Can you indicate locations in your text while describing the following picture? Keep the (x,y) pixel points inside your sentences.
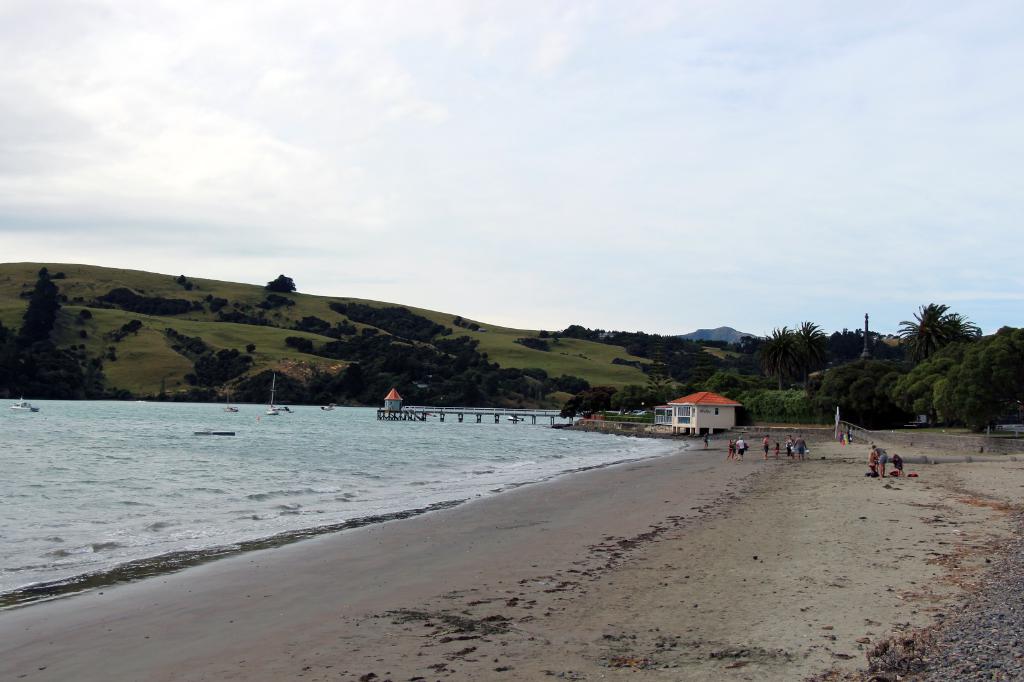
This image is taken outdoors. At the bottom of the image (656,581) there is a ground (650,553). On the left side of the image (228,456) there is a sea (242,454) with waves (215,525). At the top of the image (296,121) there is a sky (296,121) with clouds (296,121). On the right side of the image (1002,345) there are a few trees (774,381), plants (751,375), a railing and a hut (666,413) and a few people (741,449) are walking on the ground (821,451). In the background (426,324) there is a hill (233,315) with many trees (361,351) and plants (356,380).
